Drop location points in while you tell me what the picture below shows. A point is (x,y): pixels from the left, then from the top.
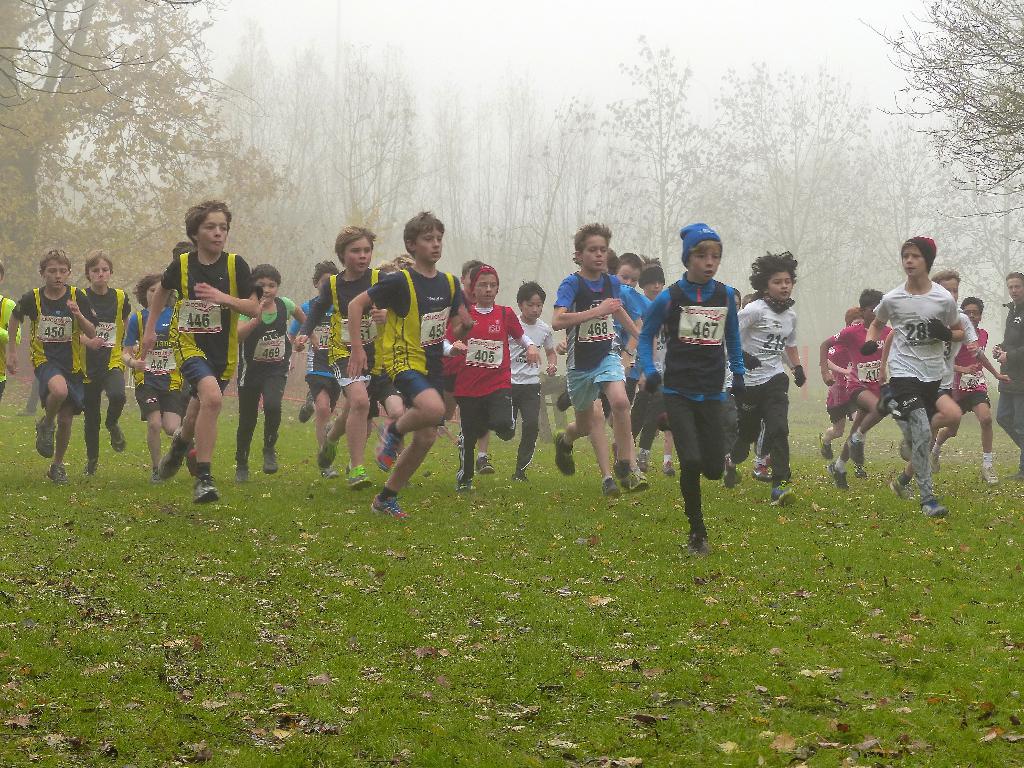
In the picture we can see a group of children (466,413) running on the grass surface (35,559) and they are wearing a sportswear (504,352) and in the background (168,232) we can see trees (621,227) and fog (487,126).
